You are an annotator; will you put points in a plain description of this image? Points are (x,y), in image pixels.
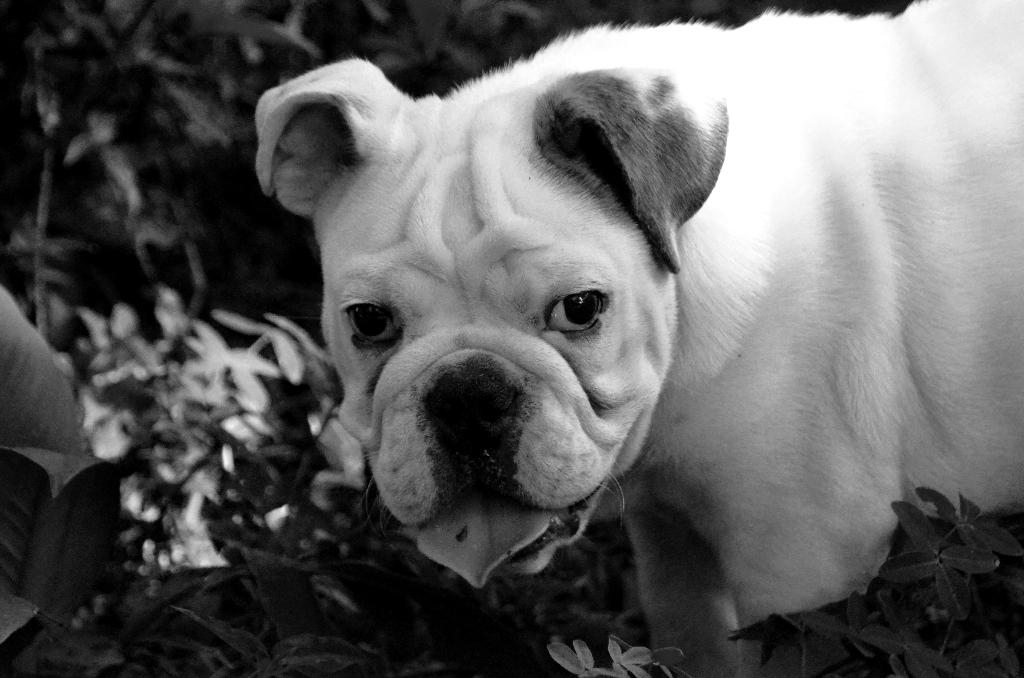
This is a black and white image. In this image we can see a dog (588,314). Also there are plants (259,506). In the background (216,128) it is blurred.
